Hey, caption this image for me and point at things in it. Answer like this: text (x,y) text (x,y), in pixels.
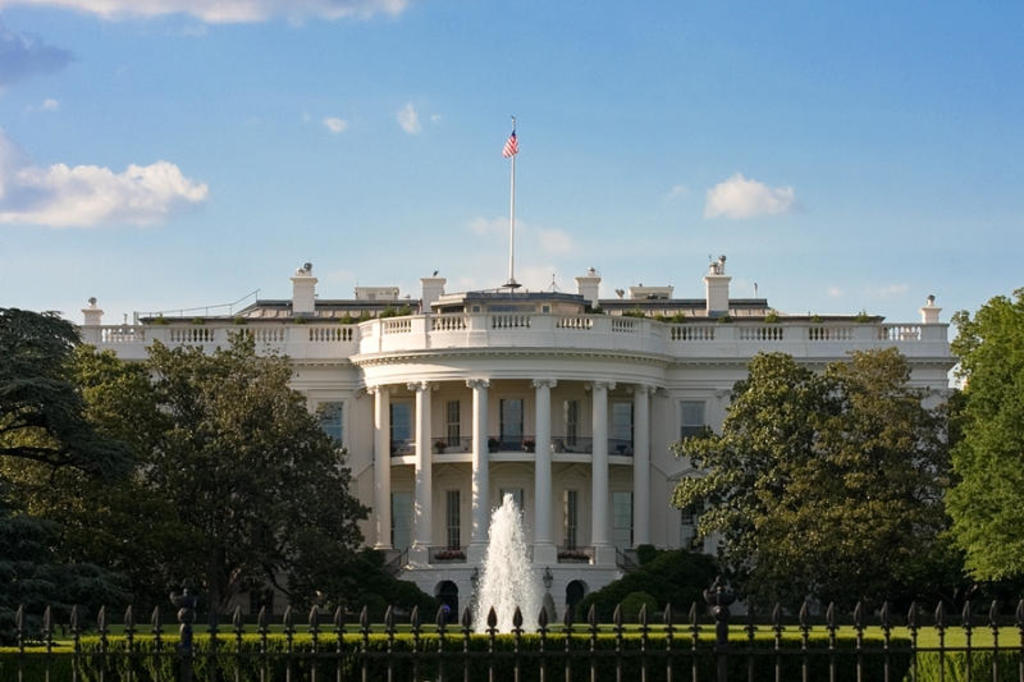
This image consists of a building (448,479) in white color. In the front (510,601), there is a fountain (501,590). To the left (135,473) and right, there are trees (803,499). At the top (350,113), there are clouds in the sky (254,79).
